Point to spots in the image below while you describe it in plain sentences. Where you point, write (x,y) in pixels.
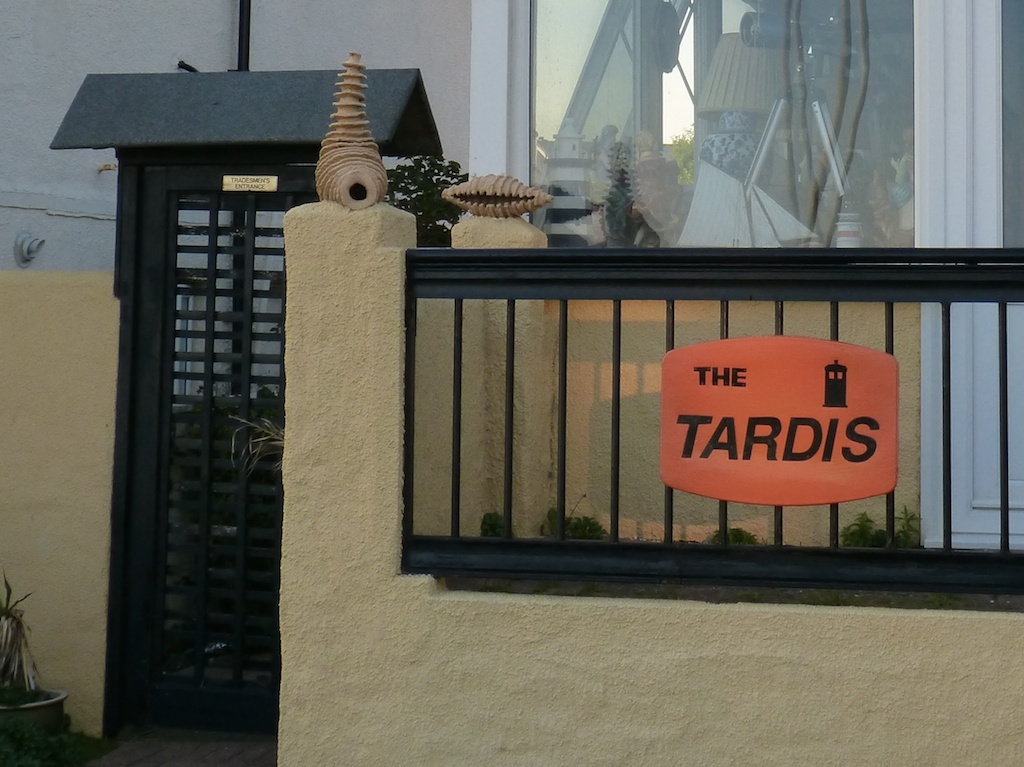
In this image, we can see a gate (206,438) which is attached to the wall (53,482). There is a board (700,470) in the middle of the image (663,430).
